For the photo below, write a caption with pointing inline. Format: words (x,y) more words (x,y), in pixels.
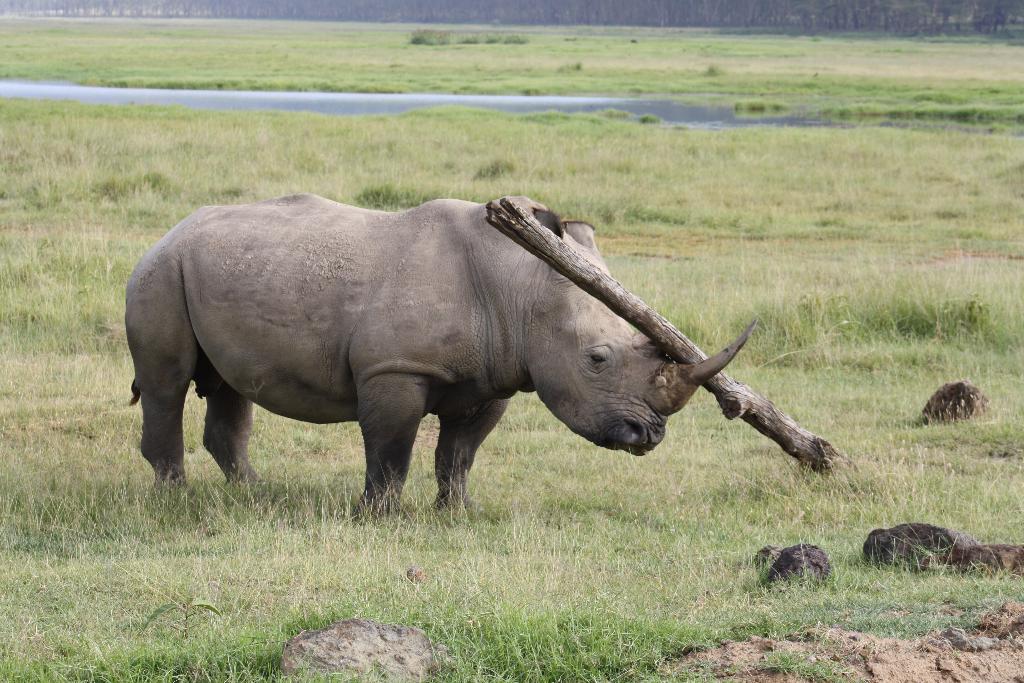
In the center of the image (438,355) there is a rhinoceros (376,353) and wooden block (628,301). In the background (519,110) there is water (416,106), grass (420,62), trees (681,17).
